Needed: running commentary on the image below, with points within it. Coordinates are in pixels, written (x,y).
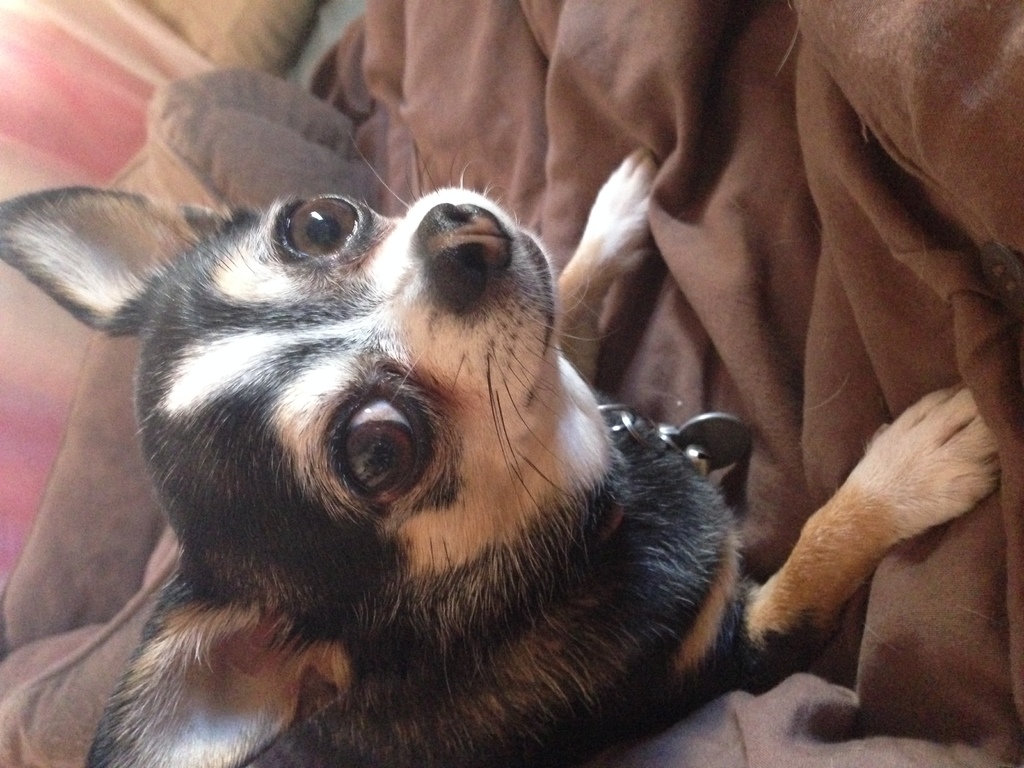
In this image there is a dog (474,424) on the couch (348,174).
